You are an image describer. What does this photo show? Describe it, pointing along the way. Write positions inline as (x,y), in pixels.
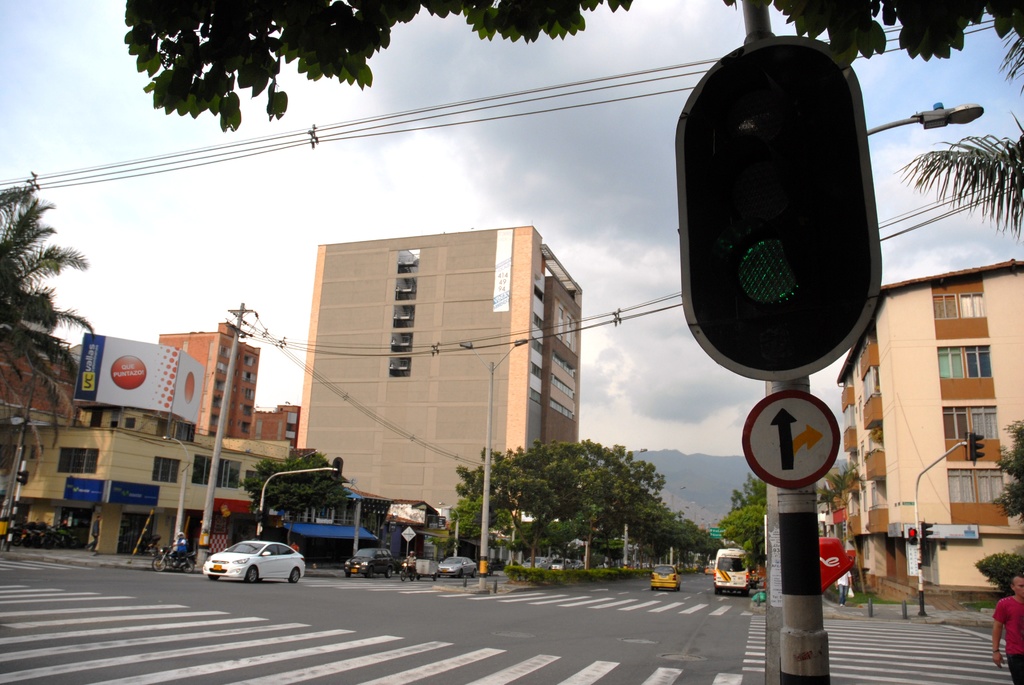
In this image I can see buildings (397,417), hoardings (138,357), poles (239,309), trees (490,520), vehicles (426,559), sign boards (807,420), signal lights (836,342), people (178,551), plants (563,577), cloudy sky (349,216) and objects (836,572).
